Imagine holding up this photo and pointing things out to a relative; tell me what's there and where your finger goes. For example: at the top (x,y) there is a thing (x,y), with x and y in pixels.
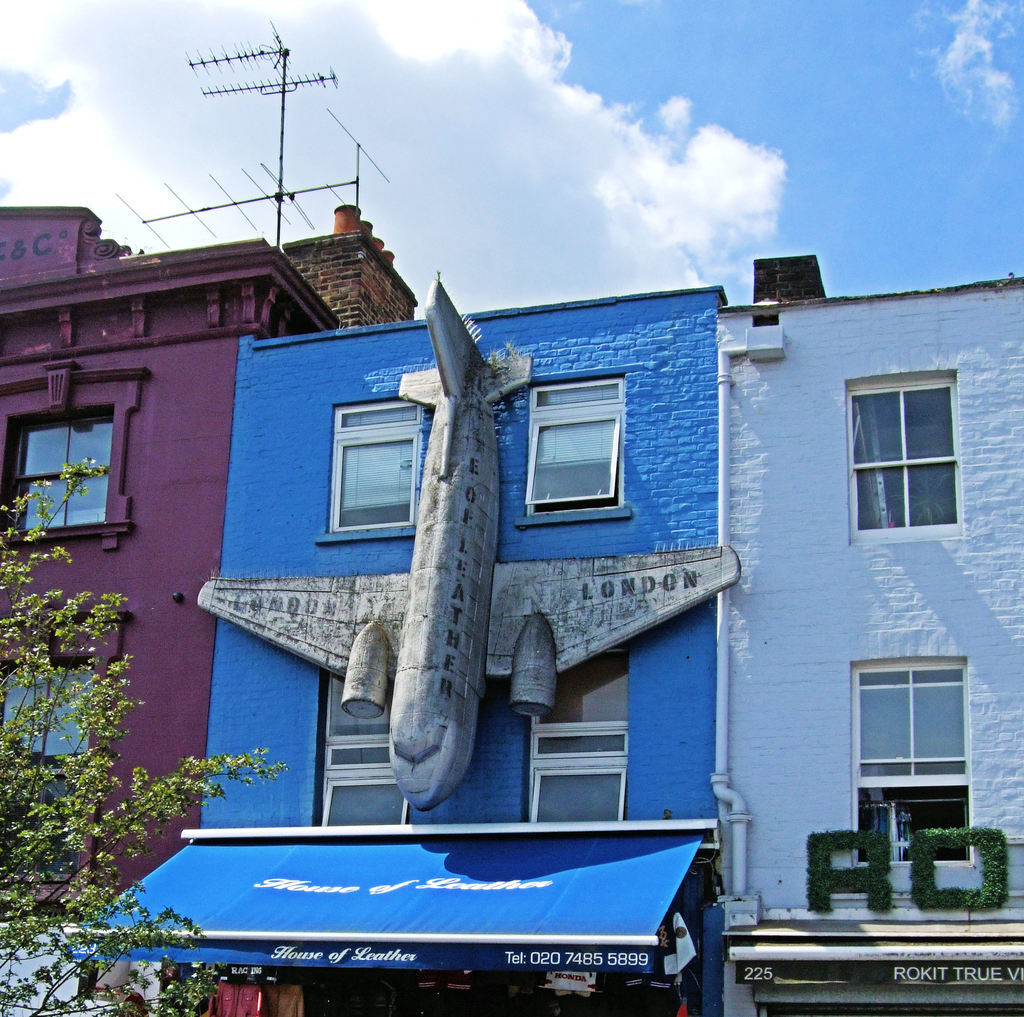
In this image there are three buildings (682,735). On the blue color building (419,339) there is an airplane shape object (475,608). There is a tree (17,560) on the left side (28,656). There are clouds (600,175) in the sky (600,175).
